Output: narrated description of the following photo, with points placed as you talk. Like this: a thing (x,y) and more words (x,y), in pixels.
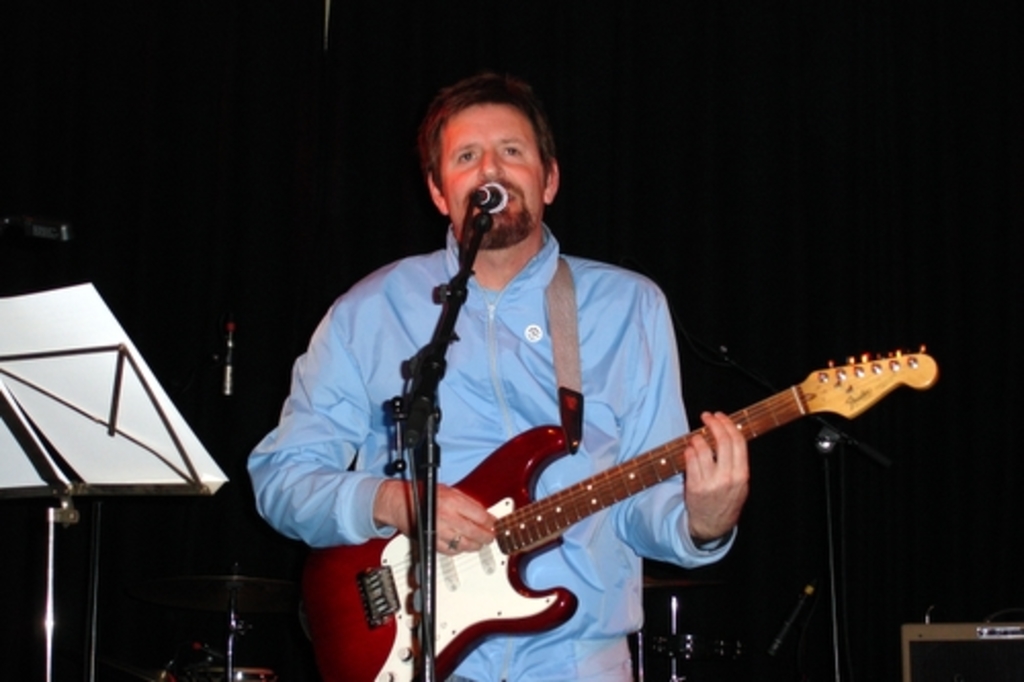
In this image I see a man (315,442) who is holding a guitar (395,674) and is standing in front of a mic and I can also see a stand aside to him.
